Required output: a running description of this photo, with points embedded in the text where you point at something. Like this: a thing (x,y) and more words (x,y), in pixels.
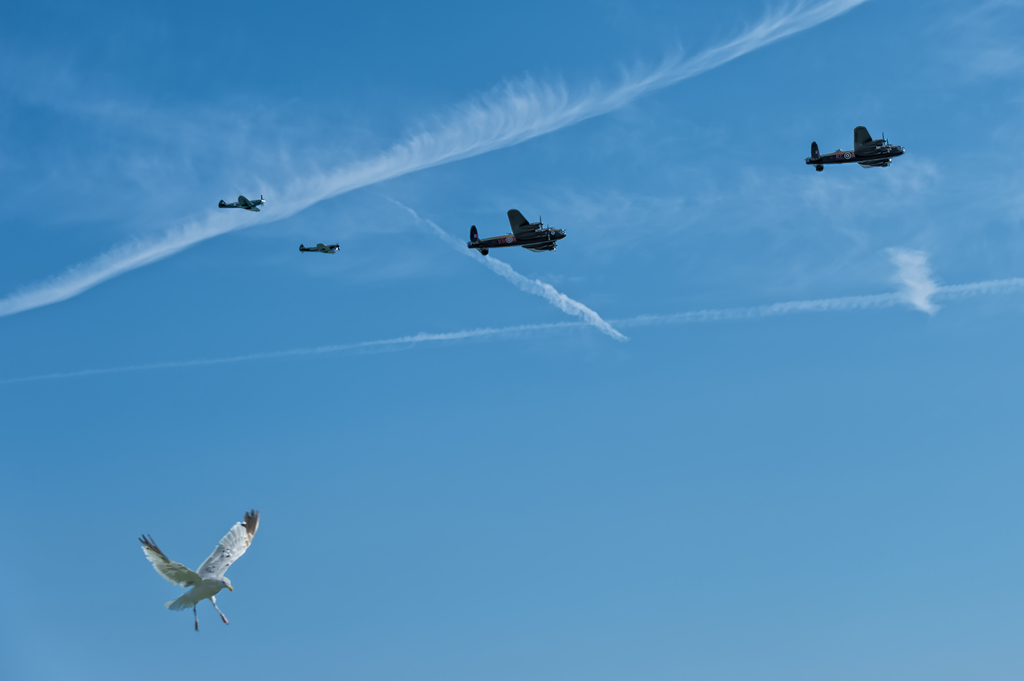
In this image we can see a bird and some planes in the sky (396,492).
